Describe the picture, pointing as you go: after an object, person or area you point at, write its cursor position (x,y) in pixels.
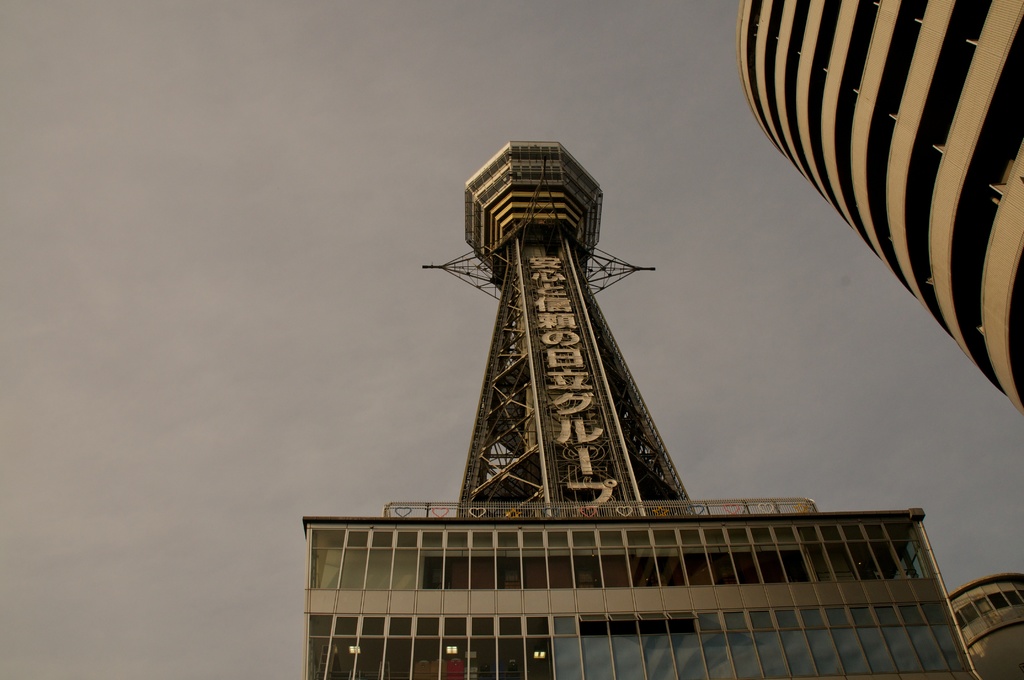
This picture is clicked outside. On the right corner (910,91) we can see the building (1016,345). In the center (574,449) we can see the buildings (591,543) and the text (562,443) on the tower (513,368). In the background (225,357) we can see the sky (172,501) and we can see some other objects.
